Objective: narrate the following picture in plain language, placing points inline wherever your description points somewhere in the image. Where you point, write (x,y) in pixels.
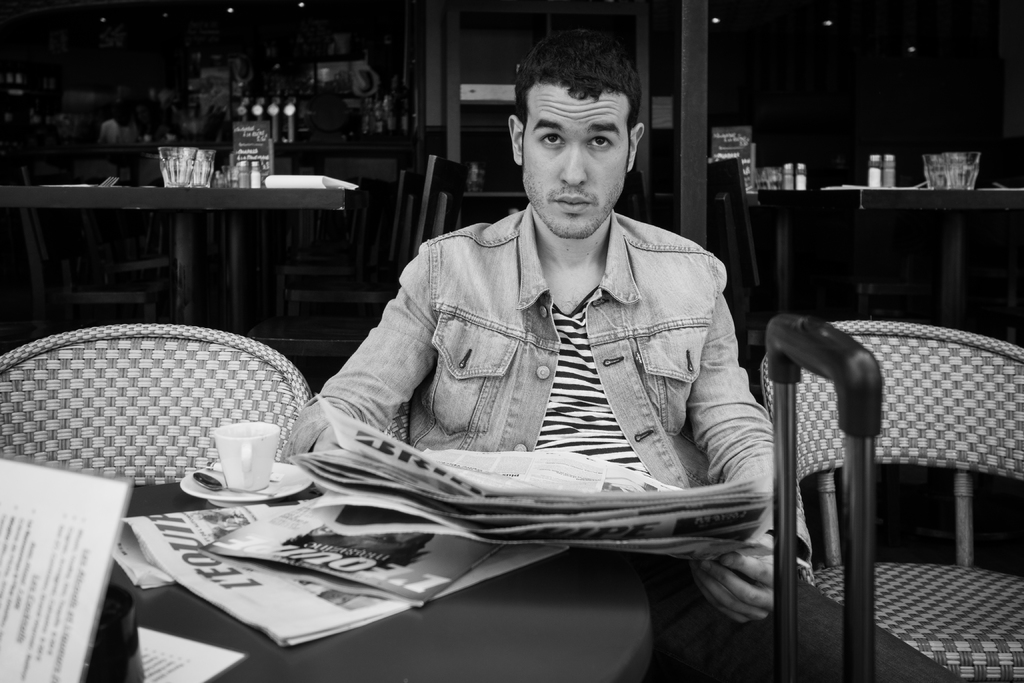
I think this picture is taken in a restaurant (294,100). There is a man (413,441) sitting besides a table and holding a newspaper (386,531). On the table (418,621) there are some more newspapers (229,550), cup (229,486), saucer (289,477) and a spoon (210,478). Beside him there is a chair (913,410), before him there is a bag handle (869,375). In the background (100,201) there are tables (333,204), chairs (413,200), glasses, menu cards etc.
